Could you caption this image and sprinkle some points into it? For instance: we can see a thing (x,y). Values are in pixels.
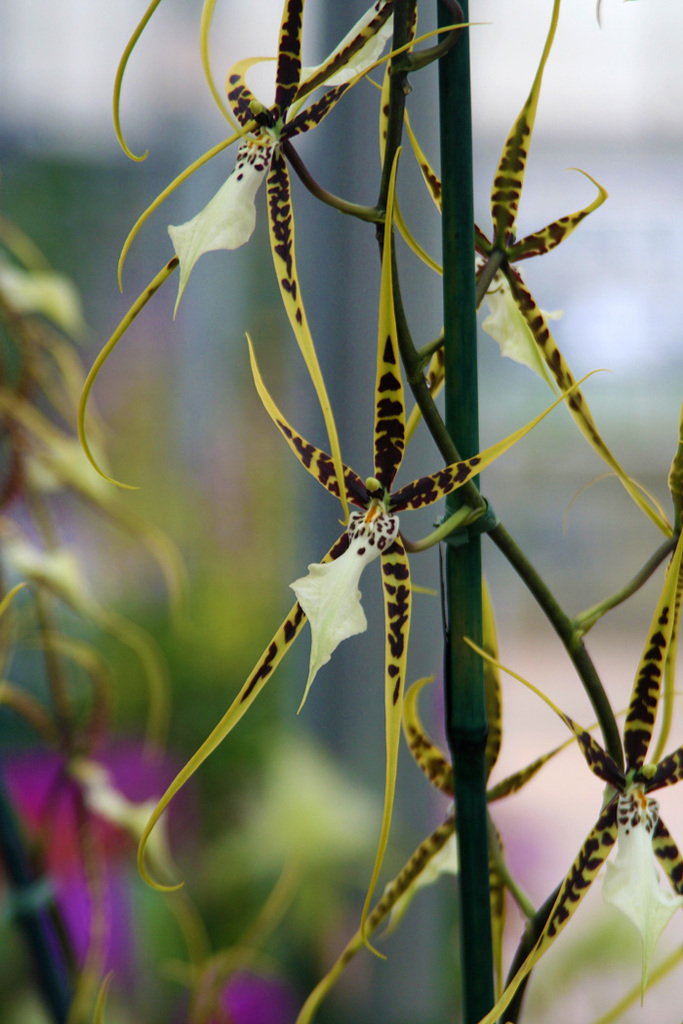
In this picture I can see some flowers (591,766) to the stem (446,4), behind we can see a blur image on which we can see some flowers (66,847) to the plants (49,836).
